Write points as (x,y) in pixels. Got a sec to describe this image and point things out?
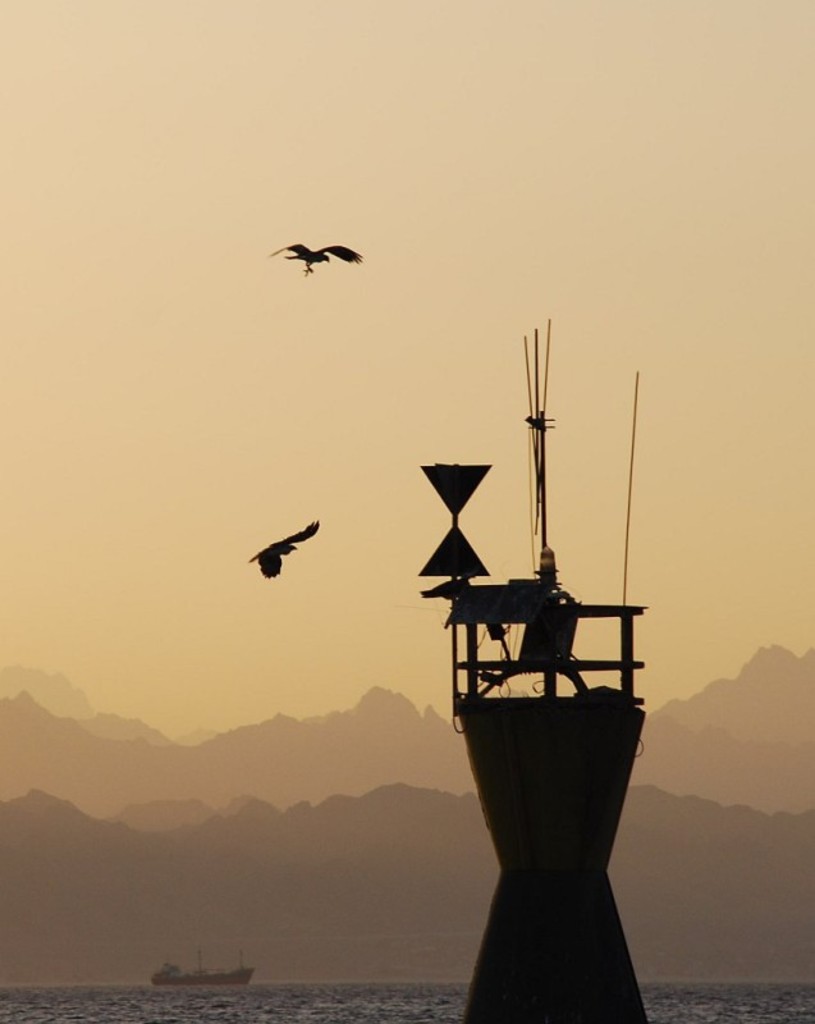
In this image, we can see a tower (578,779). There is a boat (208,975) floating on the water (360,1009). There are hills (463,761) at the bottom of the image (728,765). There are birds (293,542) in the sky (284,523).
